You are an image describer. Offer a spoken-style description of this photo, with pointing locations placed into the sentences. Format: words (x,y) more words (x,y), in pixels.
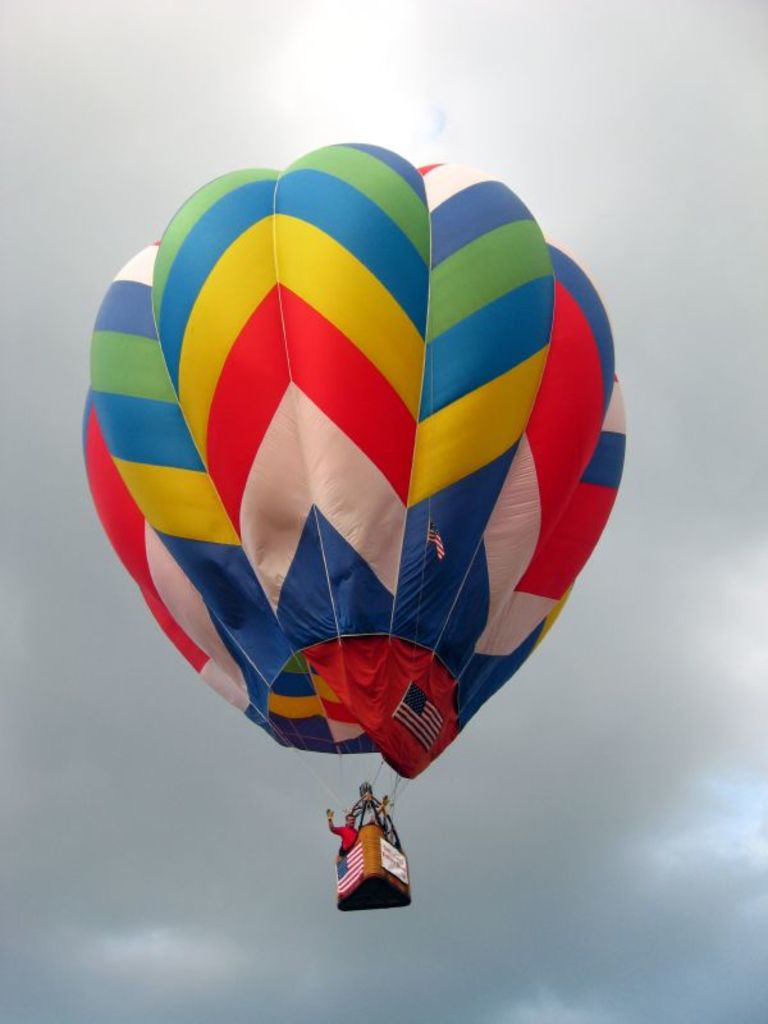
In this image we can see one hot air balloon (420,474) in the sky (646,1021), two person's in the hot air balloon basket (369,847), two flags (427,730) attached to the hot air balloon (445,531), one flag (355,865) and one banner (396,852) attached to the hot air balloon basket (374,894). In the background (333,841) there is the cloudy sky (118,1009).
